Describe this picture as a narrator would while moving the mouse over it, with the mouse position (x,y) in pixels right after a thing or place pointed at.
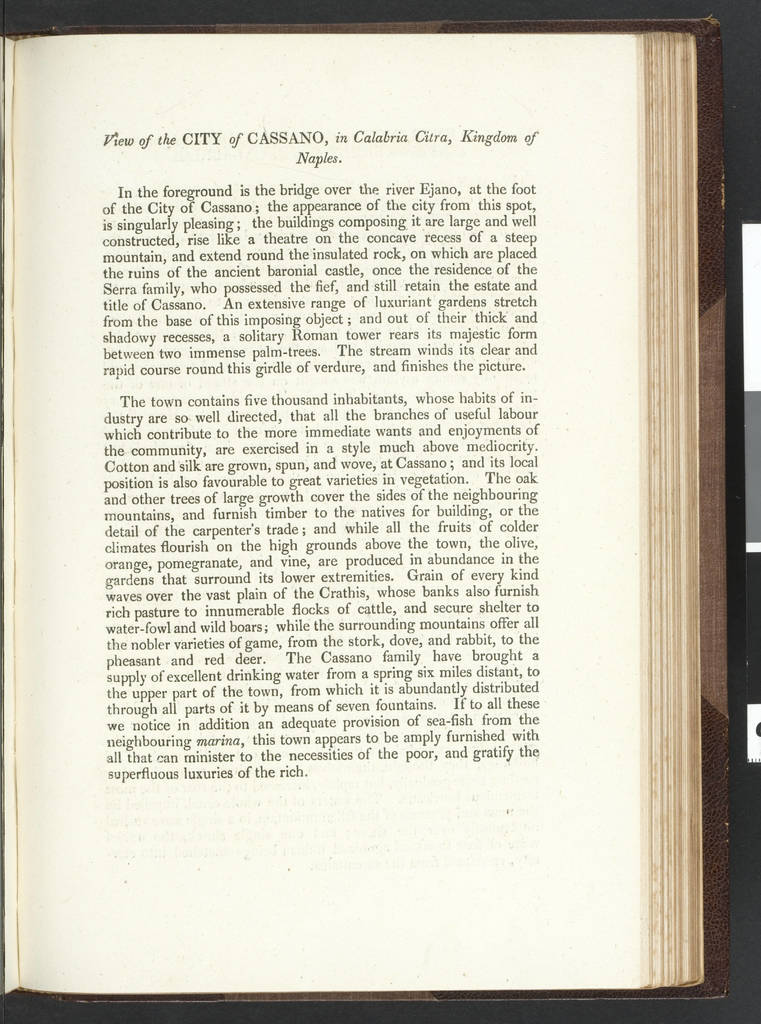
In this picture we can see a book (385,389) with papers (251,414). On the paper (307,471), it is written something.
